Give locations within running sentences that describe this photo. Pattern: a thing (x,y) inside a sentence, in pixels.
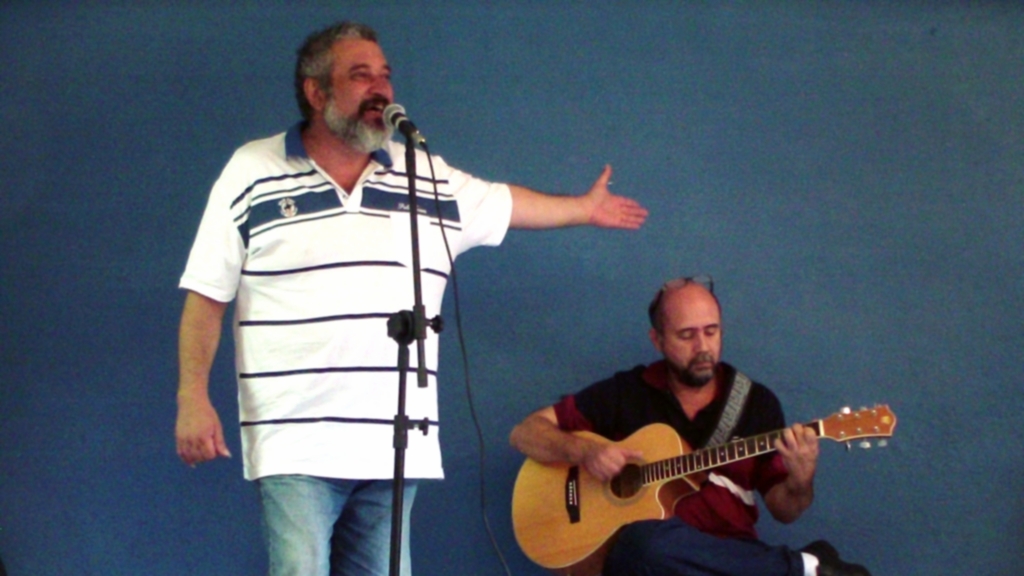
He is a person (198,260) standing on the left side (316,63). He is speaking on a microphone (426,145) and he is showing something with his left hand (628,206). There is another person (708,300) who is on the right side (769,572). He is sitting on a chair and he is holding a guitar (547,556) in his hand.
